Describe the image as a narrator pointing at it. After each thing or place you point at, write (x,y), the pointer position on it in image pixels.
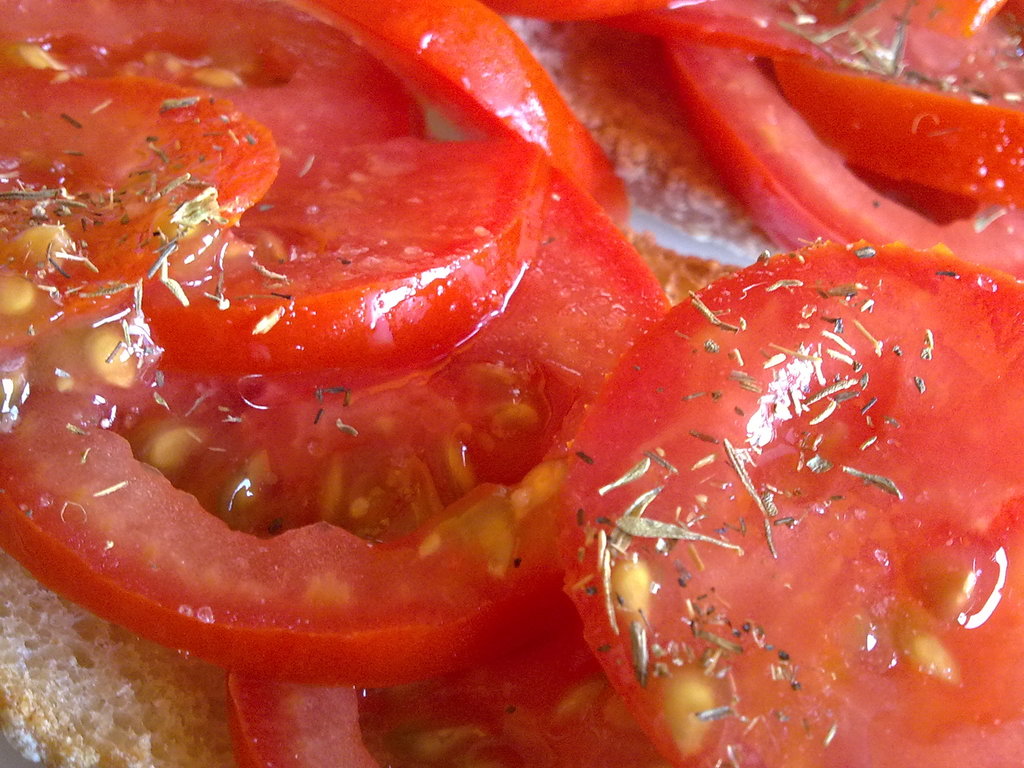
In this image we can see some food (439,383).
